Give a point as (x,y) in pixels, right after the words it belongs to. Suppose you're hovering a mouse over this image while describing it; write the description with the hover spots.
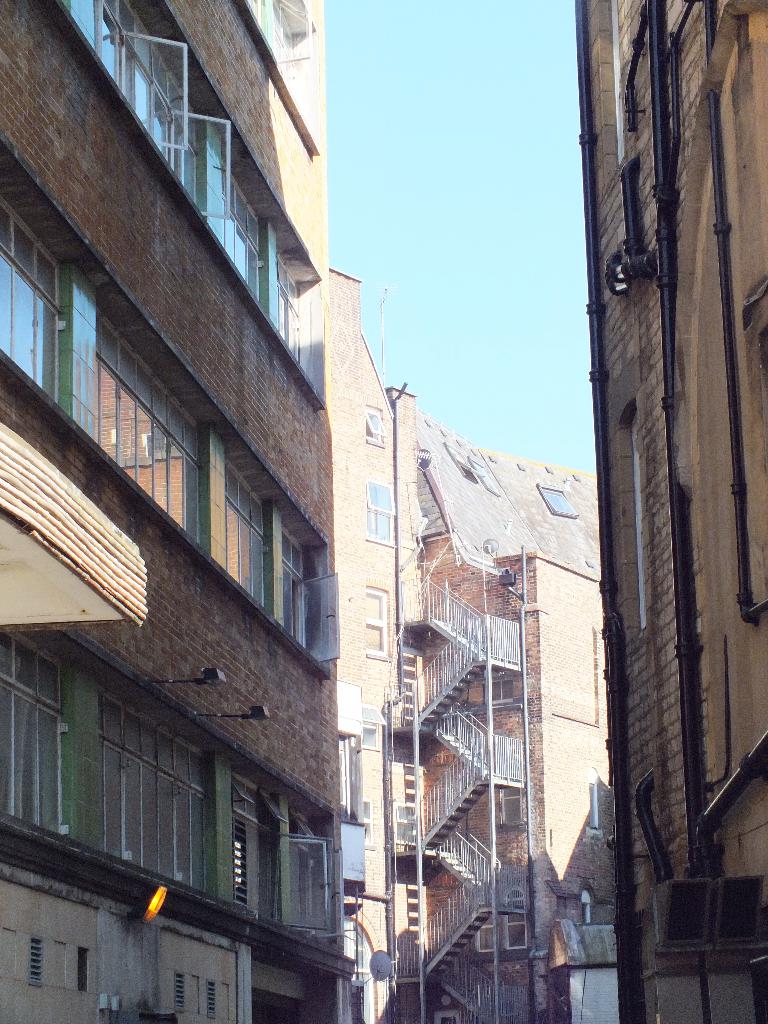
In this picture we can see there are buildings (374,652) and on the buildings (506,679) there are pipes (703,864), windows (502,691) and staircases (509,643). Behind the buildings (384,426) there is the sky (437,180).
